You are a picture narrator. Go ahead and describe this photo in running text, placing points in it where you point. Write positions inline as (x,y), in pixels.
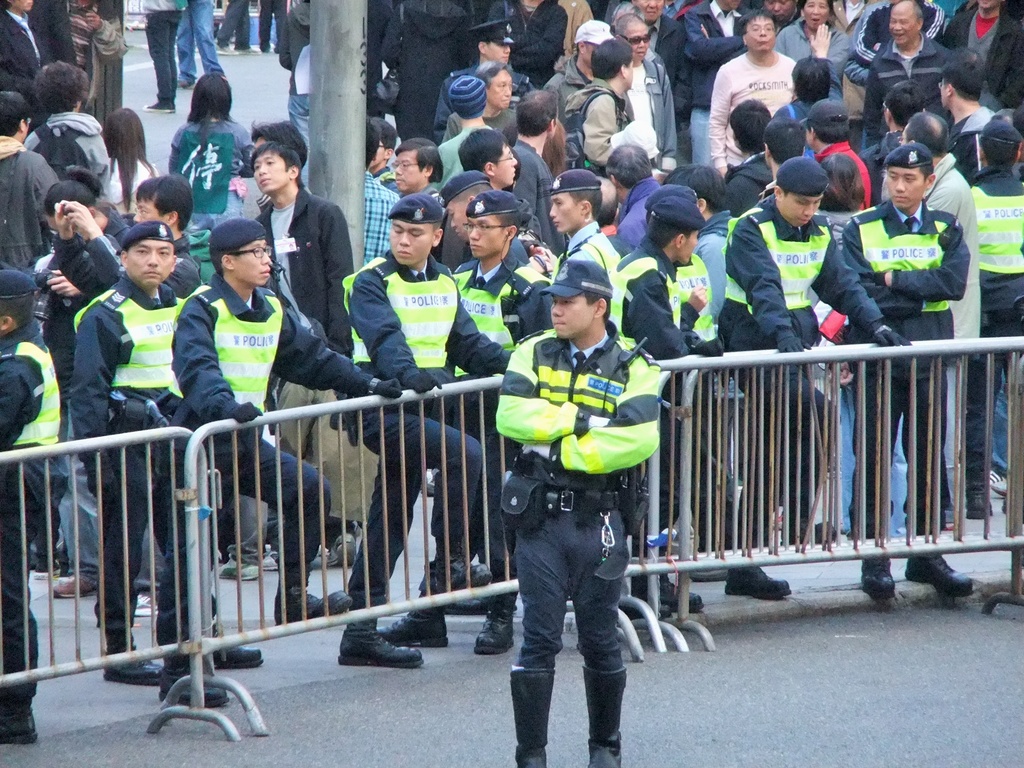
In this picture there are group of people (575,195) standing behind the railing (383,425) and there is a pole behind the railing (280,543). In the foreground (602,707) there is a man (629,517) standing. At the bottom (555,689) there is a road (497,689).
